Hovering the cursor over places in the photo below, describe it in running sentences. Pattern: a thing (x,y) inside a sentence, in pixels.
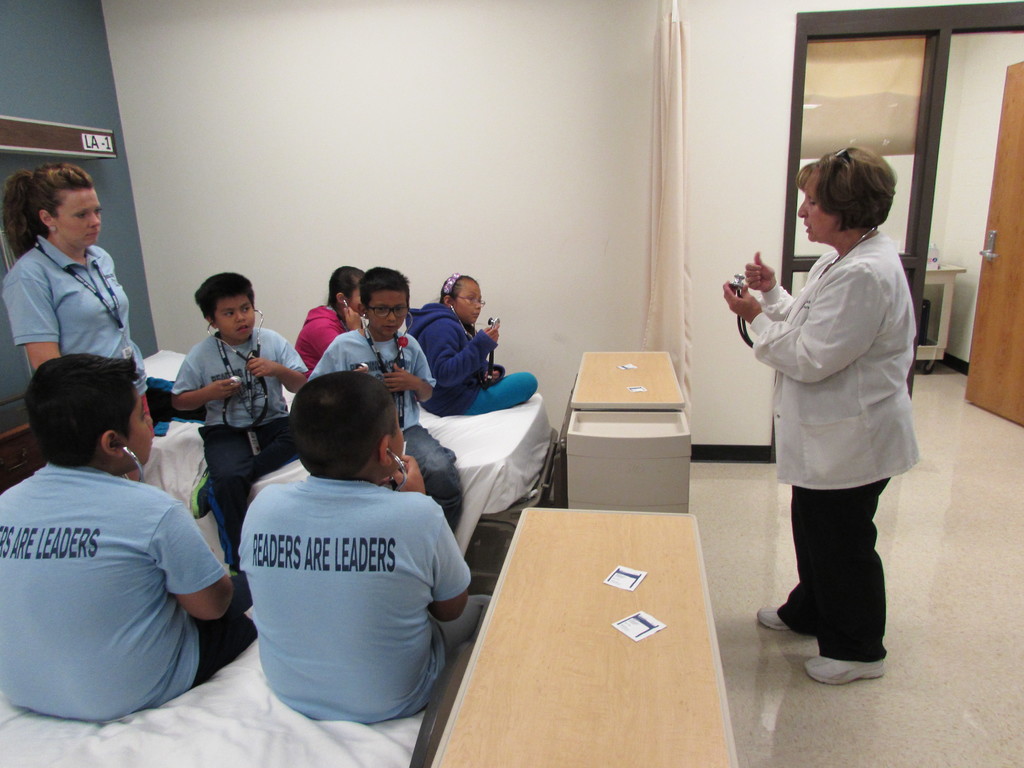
There are some kids (266,502) sitting on the bed (196,424), there are two tables (614,529) of brown color, In the right side (800,476) there is a woman (826,343) standing and holding something, In the background (1001,289) there is a door (1005,189) of brown color and a room (896,126) and white color wall (389,147).
